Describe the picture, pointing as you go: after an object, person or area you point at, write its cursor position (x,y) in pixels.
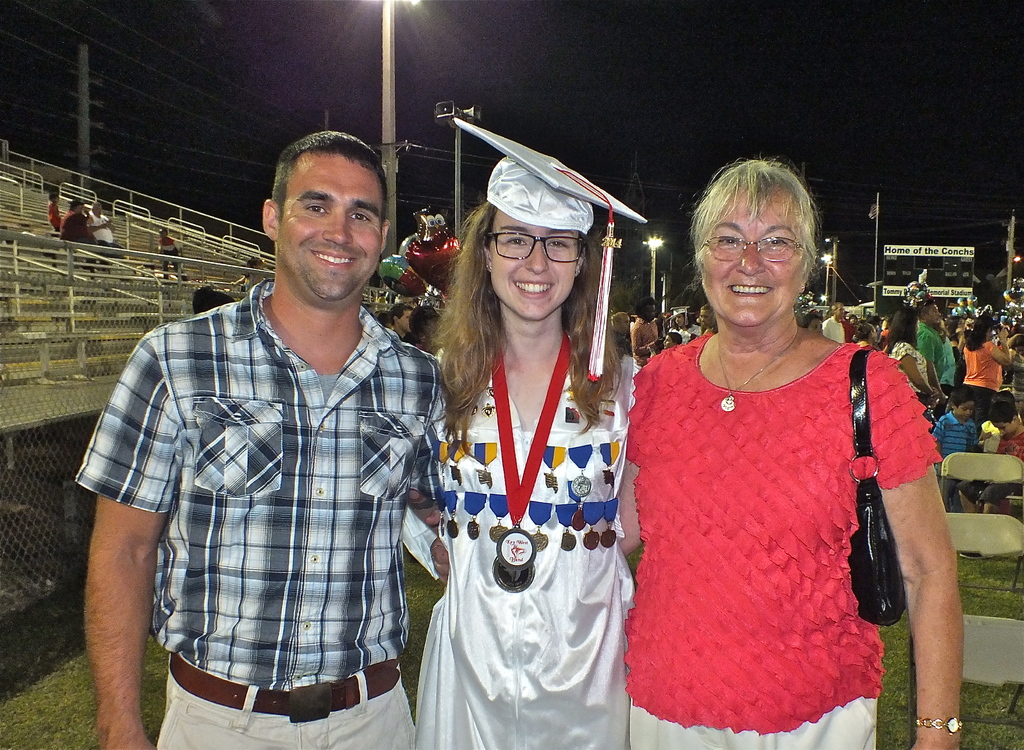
There are three persons (490,524) standing in the middle of this image (538,492). There is a fencing (78,522) on the left side of this image (47,475) and there is a seating area (48,242) at the top left side of this image (138,243). There are some persons (944,341) standing in the background (827,327). There are some chairs (1008,455) on the right side of this image (1002,475). There is a sky (688,129) at the top of this image (643,123).
